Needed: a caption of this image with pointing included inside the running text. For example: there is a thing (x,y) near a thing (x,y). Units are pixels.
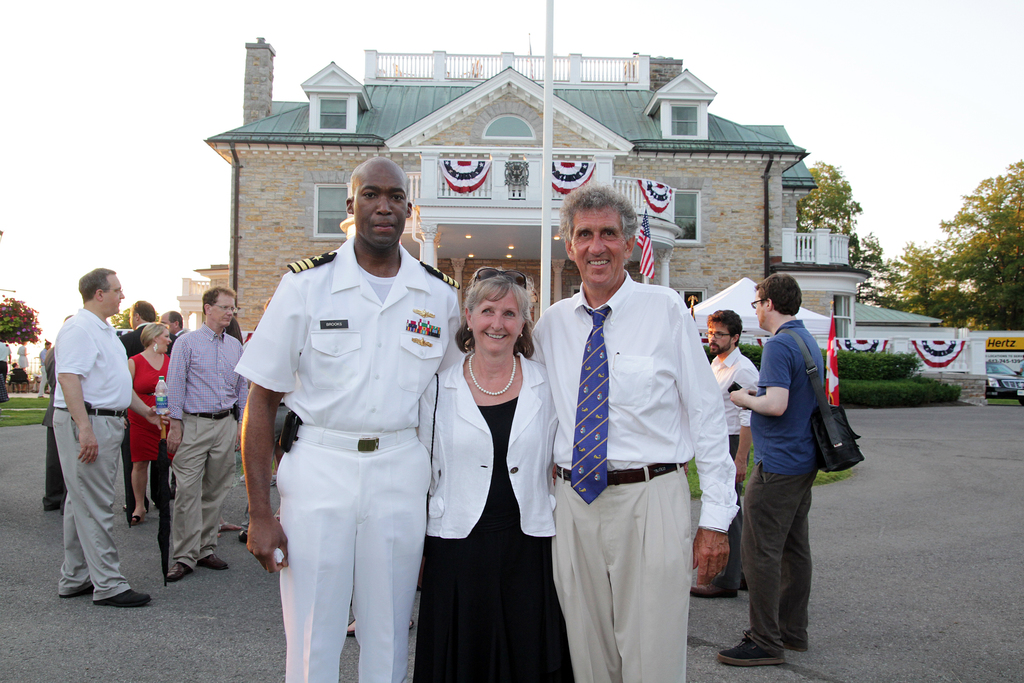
In the foreground of this image (540,525), there are two men (578,529) and a woman (493,617) standing on the road (764,677) and posing to a camera. In the background (772,396), there are persons (99,349) standing, a pole (544,206), few flags (650,245), plants (840,357), building (572,140), trees (1009,250), grass (20,419) and the sky (31,137).
